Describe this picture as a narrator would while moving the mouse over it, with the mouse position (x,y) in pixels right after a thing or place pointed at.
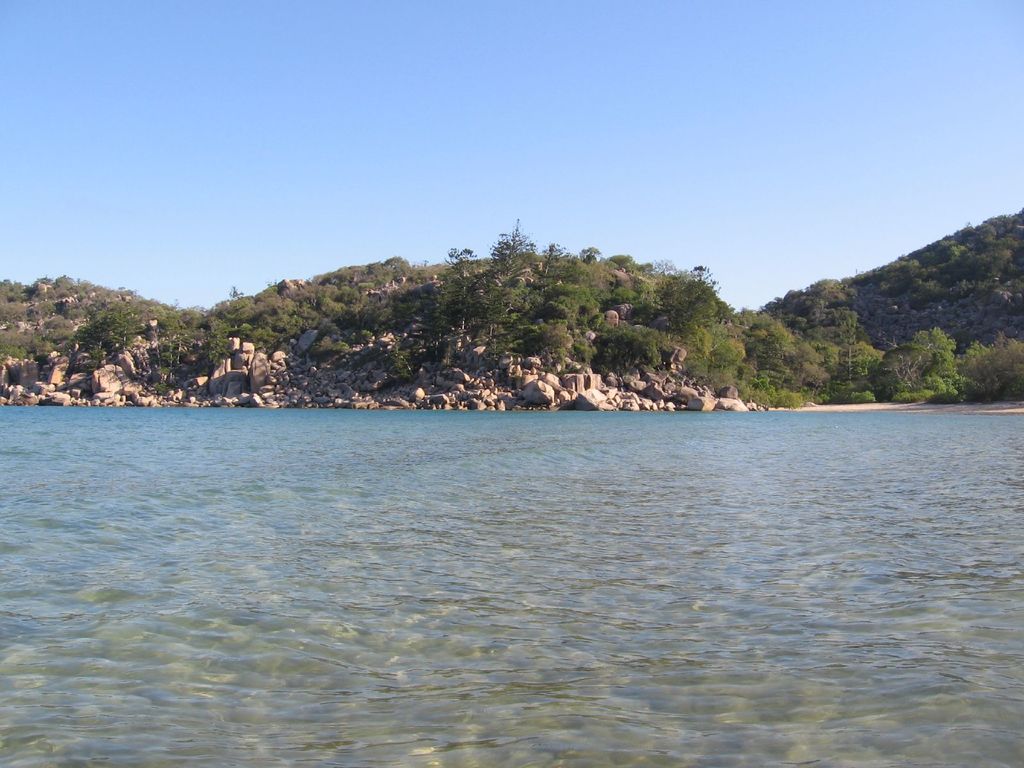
In this image I can see trees (430,330), hills (497,314), rocks (359,373) and the water (564,605). In the background (588,160) I can see the sky (528,154).
